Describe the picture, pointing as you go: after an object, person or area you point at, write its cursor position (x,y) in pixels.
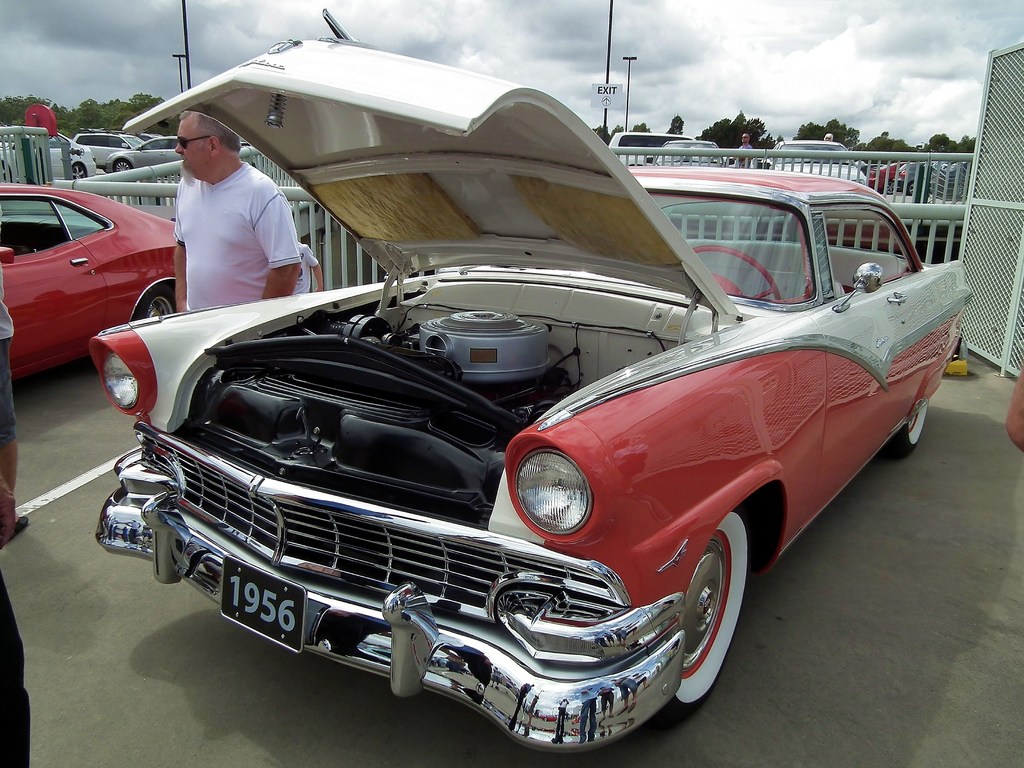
In this image I can see few vehicles (642,423). In front (705,416) the vehicle (656,422) is in red and white color, I can also see a person (224,298) standing and the person (231,284) is wearing white color shirt (239,274). Background (52,14) I can see trees (818,137) in green color, few light poles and the sky (555,49) is in white and gray color.
